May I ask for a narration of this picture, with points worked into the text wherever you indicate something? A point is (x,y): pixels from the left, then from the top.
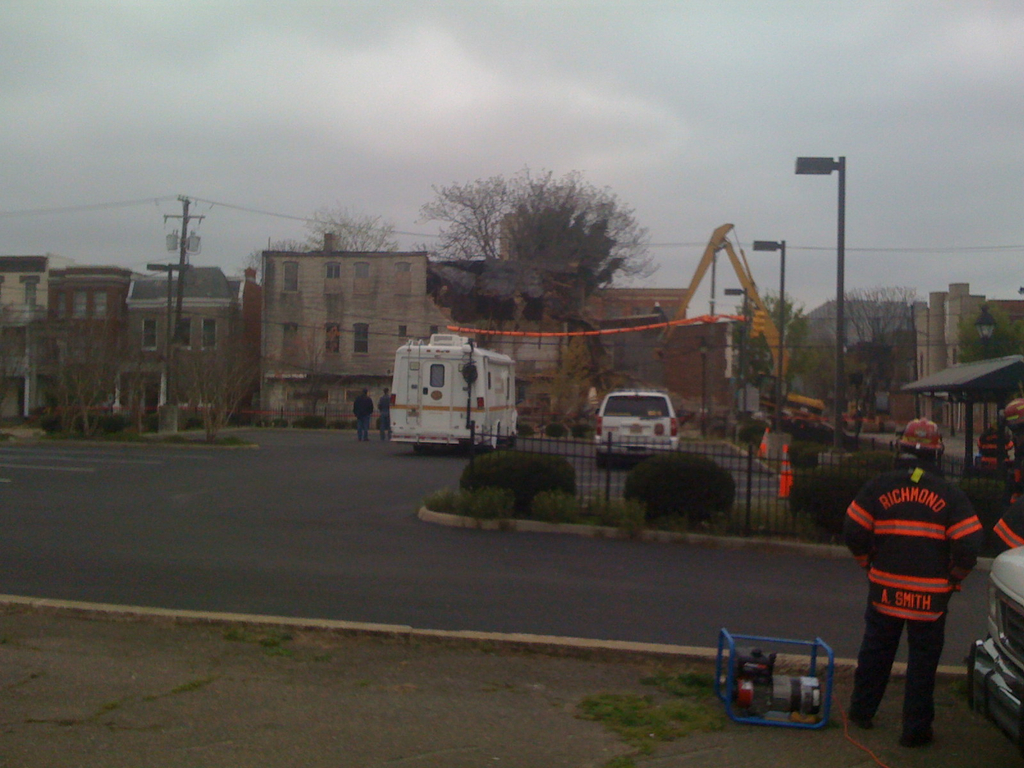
On the right side of the image (837,368) we can see crane (734,257), street light (831,173), vehicle (658,418), person (952,497), trees (862,326) and buildings (952,362). On the left side of the image (183,281) we can see electricity pole (185,208), trees (118,407), person's (371,404), vehicle (401,383) and road (321,443). In the background (323,375) we can see buildings (10,290), trees (560,213), sky (567,120) and clouds (436,45).
